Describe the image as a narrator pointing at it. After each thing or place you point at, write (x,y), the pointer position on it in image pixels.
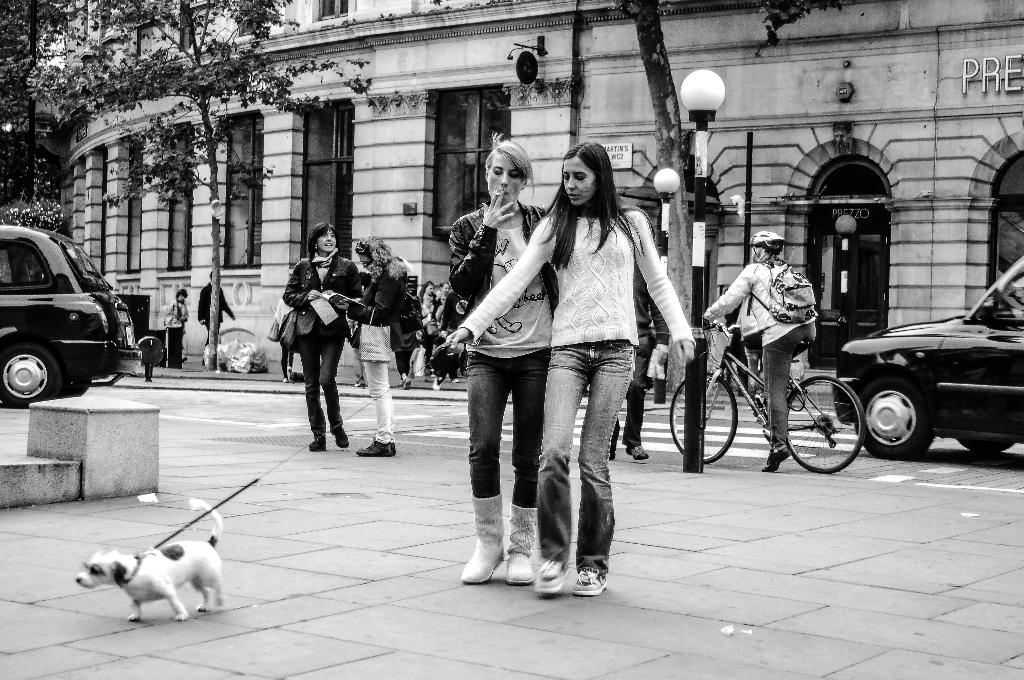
In this image i can see two women (554,254) standing on the road (281,486) holding dogs belt (282,467), here two women (366,297) are standing and talking, here the person (778,340) riding the bicycle (726,327), At back ground (1008,334) i can see two cars (944,363), a building (726,126), a light pole (701,114), a plant (652,87) and few persons (422,331) walking on the road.
